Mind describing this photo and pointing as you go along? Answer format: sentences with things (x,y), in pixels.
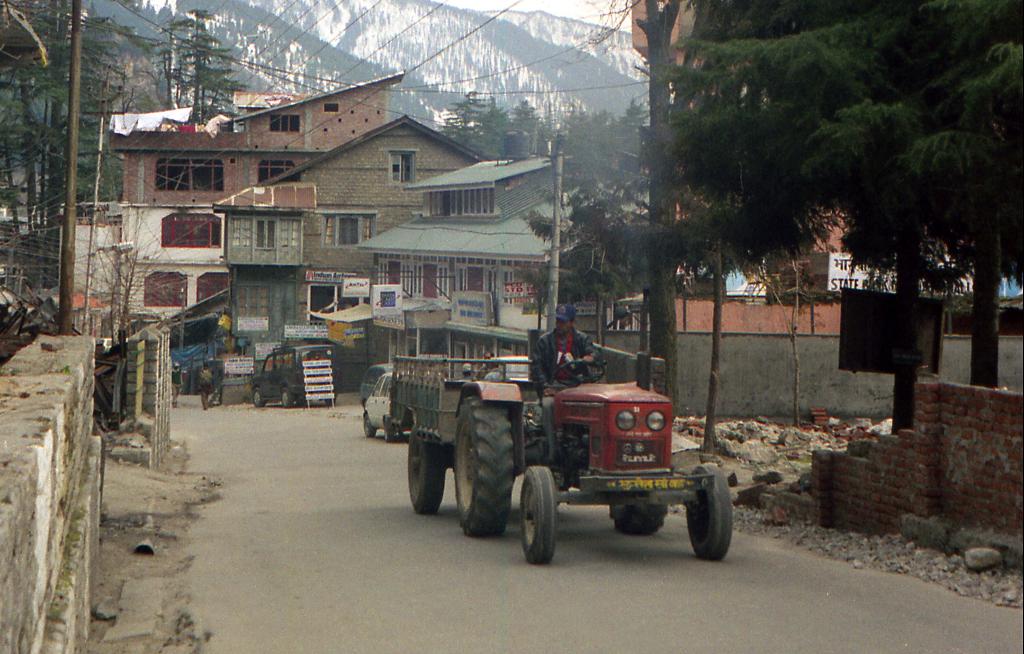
In this image I can see the vehicles (435,426) are on the ground (466,560). To the side of the vehicles (389,415) I can see the boards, many trees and the wall (858,484). In the background (429,253) I can see the houses (326,146) and the sky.
